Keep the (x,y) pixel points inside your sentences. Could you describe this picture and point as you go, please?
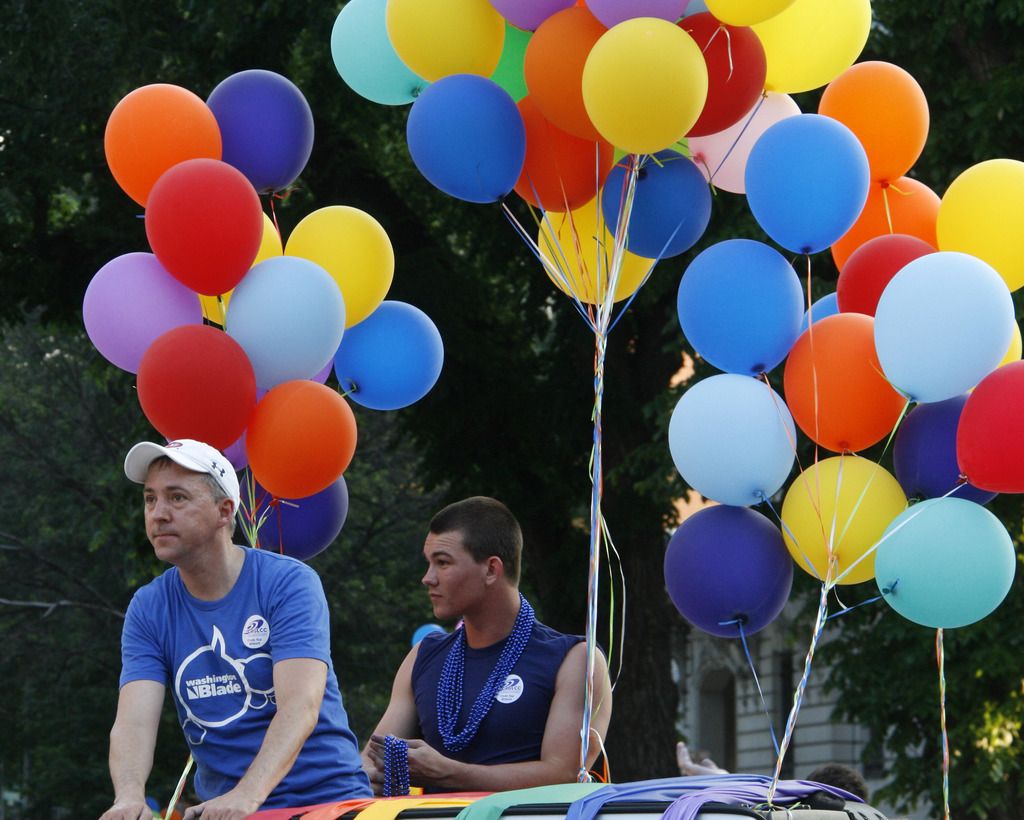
In the background (67,40) we can see the trees (975,141) and the wall (686,720). In this picture we can see the colorful balloons (808,54). We can see the men (253,587). At the bottom portion of the picture (382,810) we can see a colorful object (372,808). In this picture we can see a person's hand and head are visible.
